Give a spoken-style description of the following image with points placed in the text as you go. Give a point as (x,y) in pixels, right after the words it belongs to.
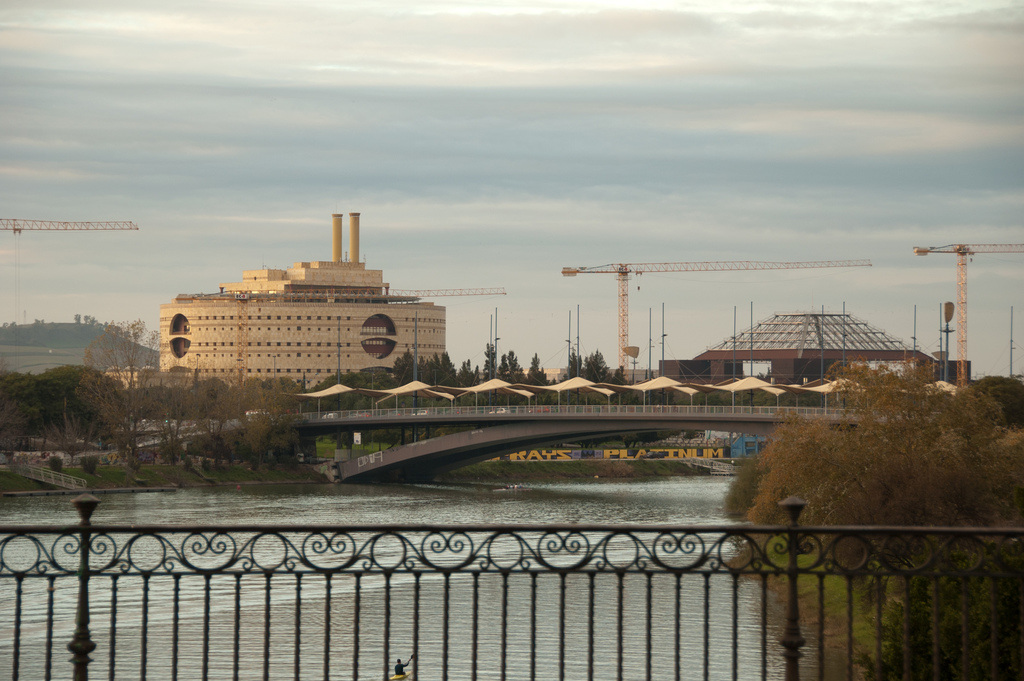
In the picture we can see the railing (880,575), behind it, we can see the water (702,668), plants (926,467), bridge (572,430), poles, trees (61,387), buildings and the sky (373,258) with clouds (684,5).
